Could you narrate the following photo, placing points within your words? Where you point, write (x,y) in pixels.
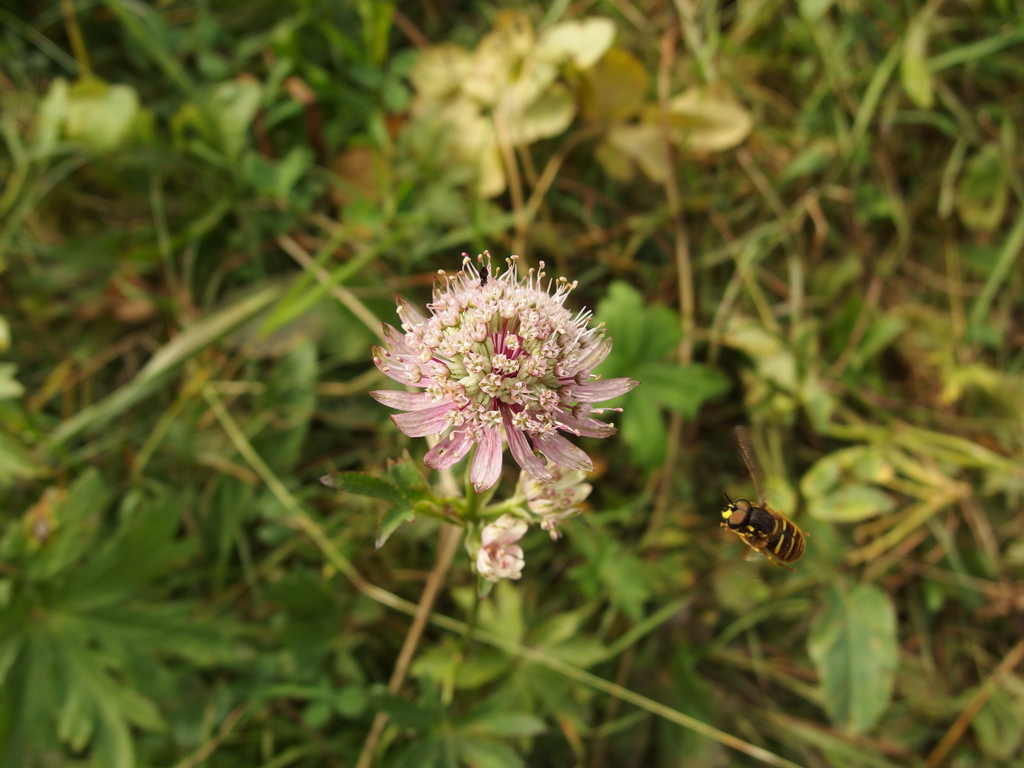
As we can see in the image there are plants (280,251) and an insect (779,550).
